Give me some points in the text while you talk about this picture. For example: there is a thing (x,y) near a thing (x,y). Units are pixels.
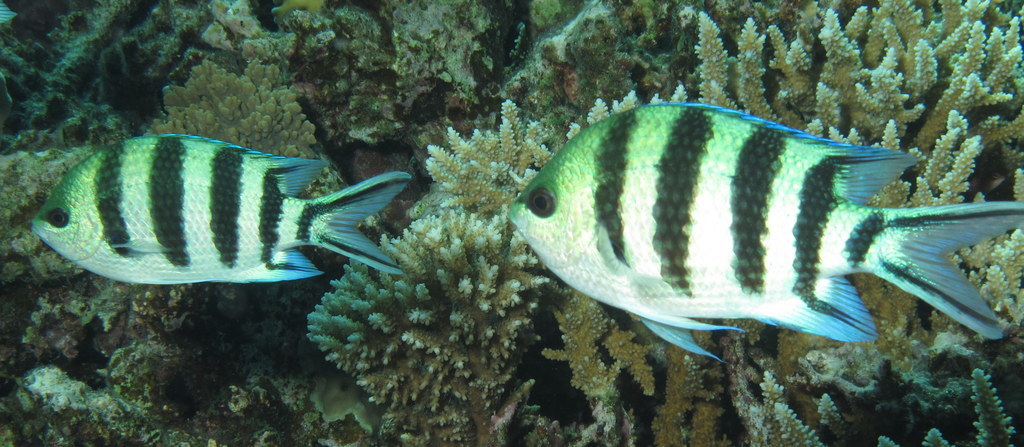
In this image, there are fishes (537,215) beside water plants (417,255).
